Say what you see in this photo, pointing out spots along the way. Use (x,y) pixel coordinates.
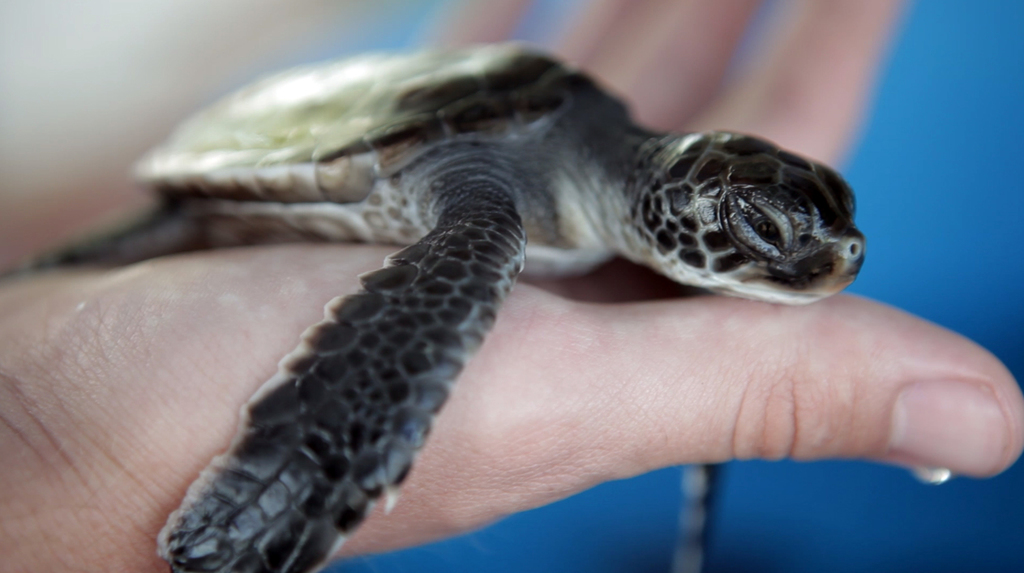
This image consists of a turtle (327,409) in the hand (217,334) of a person (311,304). The background (826,562), is blue in color. The turtle (544,230) is in black color.
